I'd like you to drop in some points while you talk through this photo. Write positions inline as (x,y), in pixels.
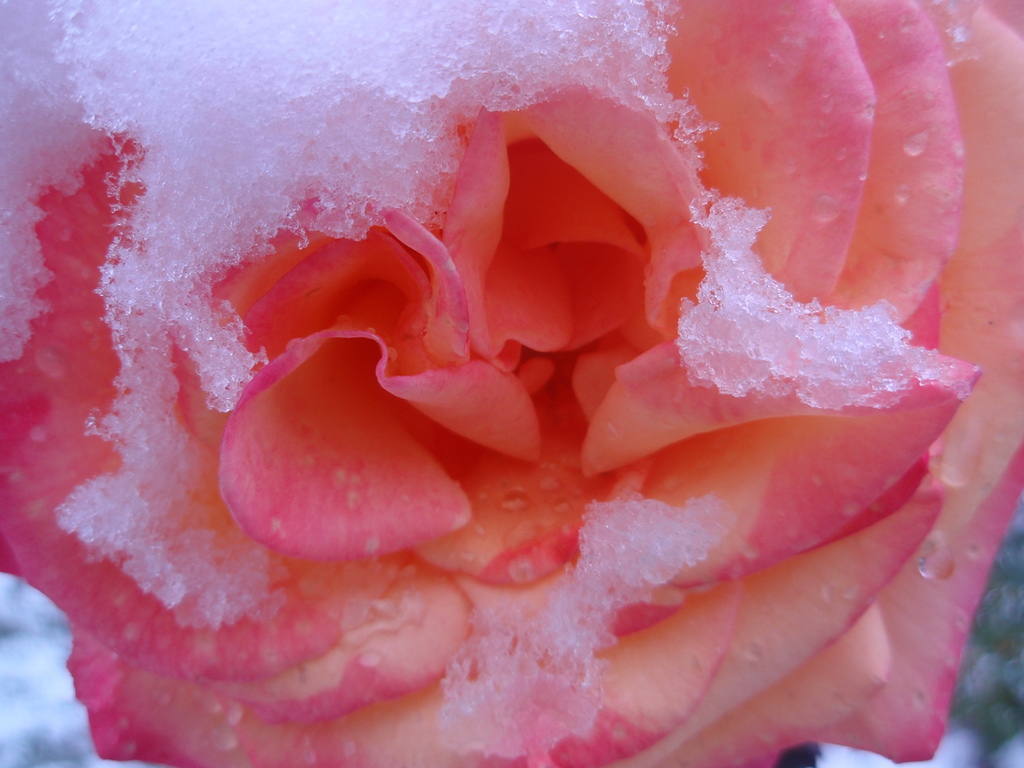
In this picture we can see a pink color rose flower (731,102) with snow (394,124).
